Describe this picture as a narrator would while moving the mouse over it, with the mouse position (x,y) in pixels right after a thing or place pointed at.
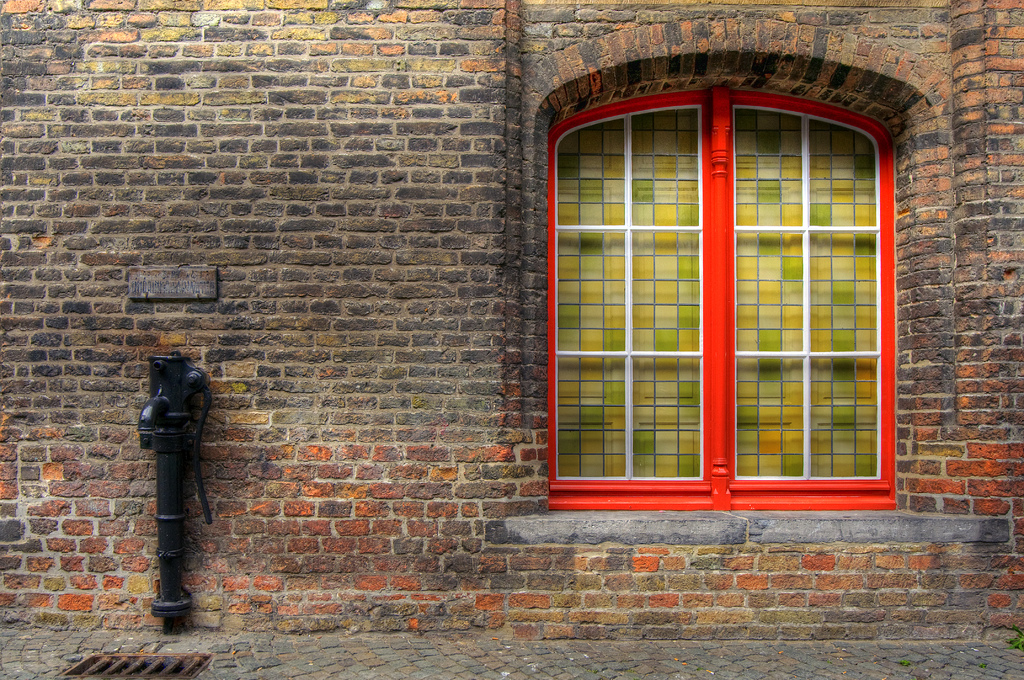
In this picture there is a brick wall (439,145). On the right (701,302) there is a window (685,308). On the left (173,380) there is a pump (157,512).
